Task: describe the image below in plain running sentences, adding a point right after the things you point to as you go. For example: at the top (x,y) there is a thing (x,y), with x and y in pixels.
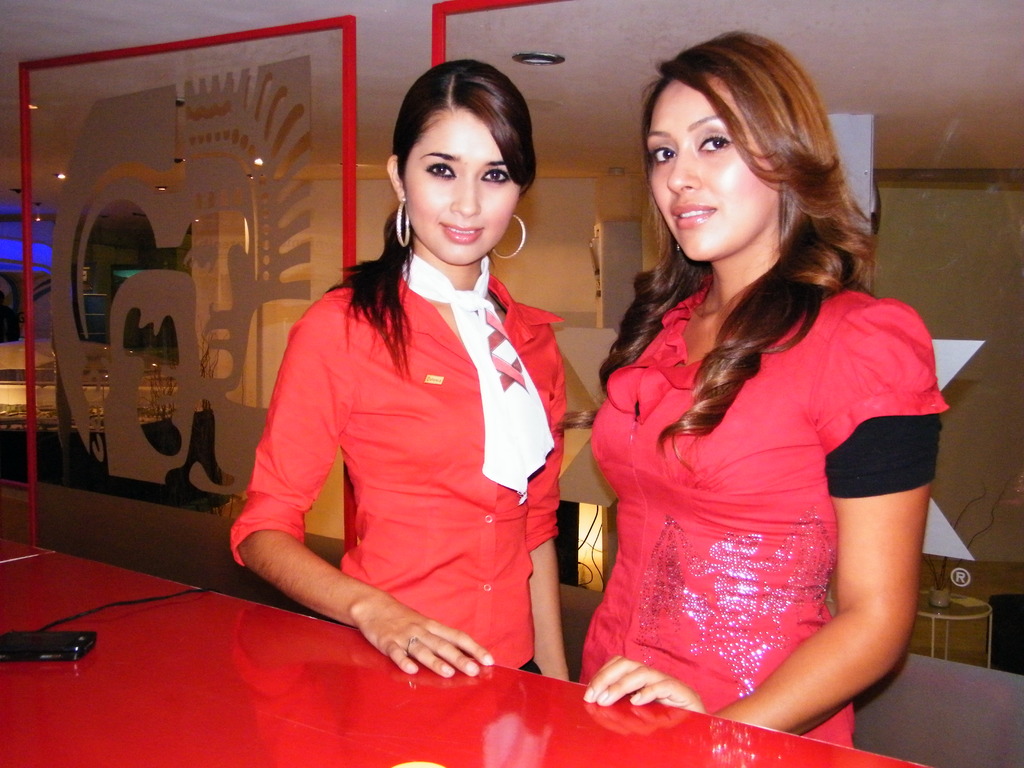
In this picture we can see two women (421,151) standing and smiling and in front of them we can see a device (15,650) on the table (204,621) and at the back of them we can see the glass (61,185) with design (159,108) on it, lights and some objects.
